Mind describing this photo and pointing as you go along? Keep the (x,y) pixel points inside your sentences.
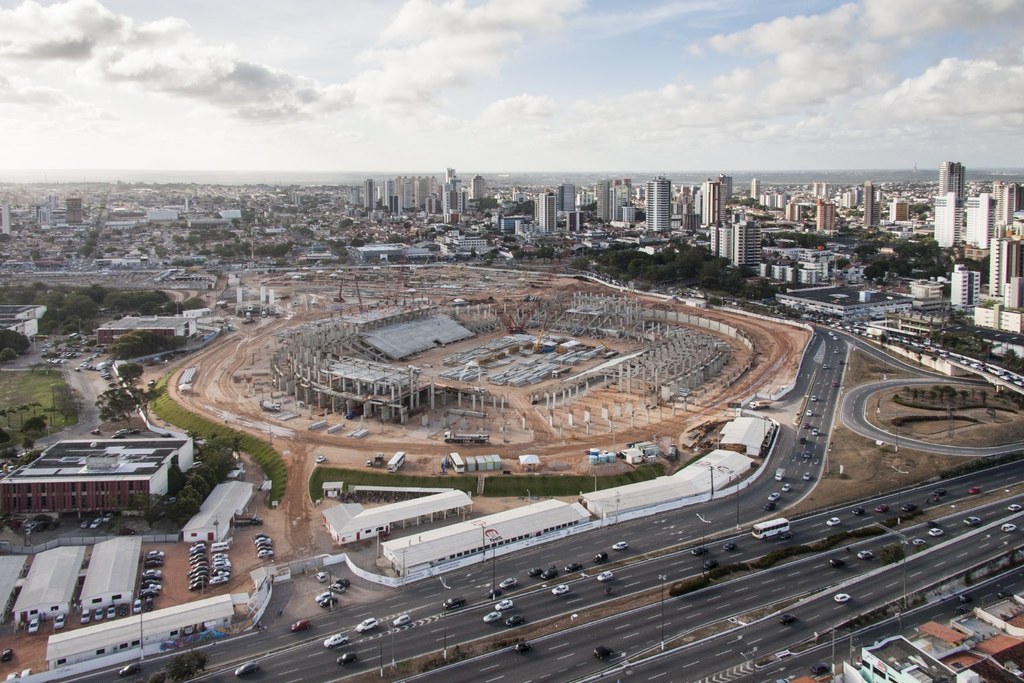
This is the aerial view of a city (220,256). In the city (398,227) we can see buildings (375,395) under construction, motor vehicles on the ground (575,440) and roads (628,534), street poles (738,514), buildings (606,242), skyscrapers (742,230), trees (130,352), bushes (205,456) and sky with clouds (787,141).
